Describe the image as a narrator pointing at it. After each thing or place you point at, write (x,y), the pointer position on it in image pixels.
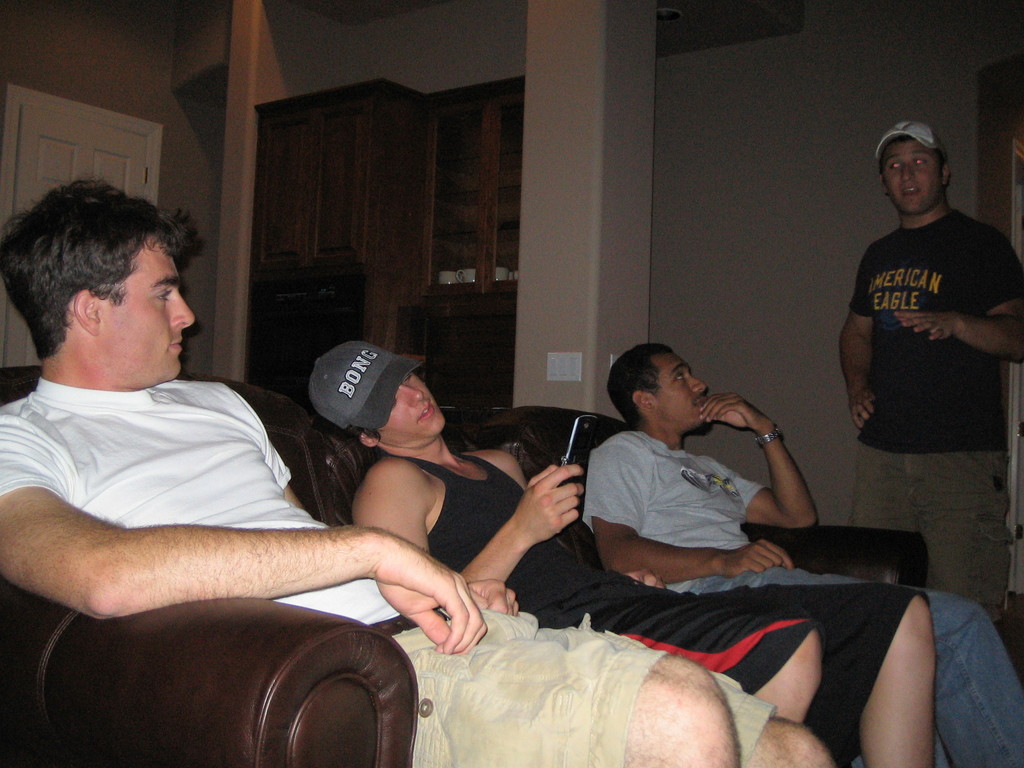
In this image I can see three persons (168,452) sitting on the couch (151,616) and the couch (151,616) is in brown color. The person (203,526) in front (203,510) wearing white shirt (208,498), brown short (519,703). I can also see the other person (883,426) standing wearing olive pants (950,455) and black shirt (896,354). Background (467,234) I can see few cupboards (431,213) in brown color and the wall (742,177) is in cream color.
